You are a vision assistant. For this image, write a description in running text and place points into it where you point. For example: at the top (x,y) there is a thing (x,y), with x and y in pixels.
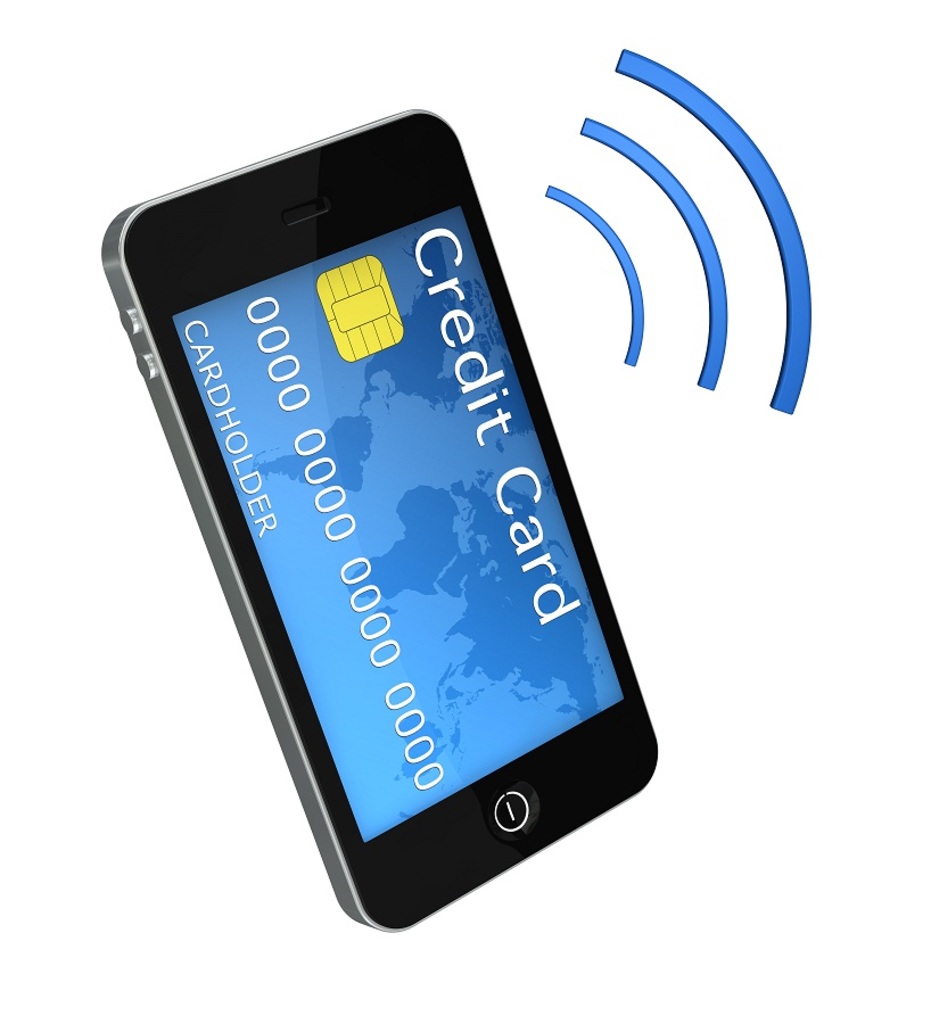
On the left side (125,299), there is a mobile (442,634) having a screen (471,646). On the right side (805,326), there are three blue color curved lines (600,233). And the background of this image (881,696) is white in color.
